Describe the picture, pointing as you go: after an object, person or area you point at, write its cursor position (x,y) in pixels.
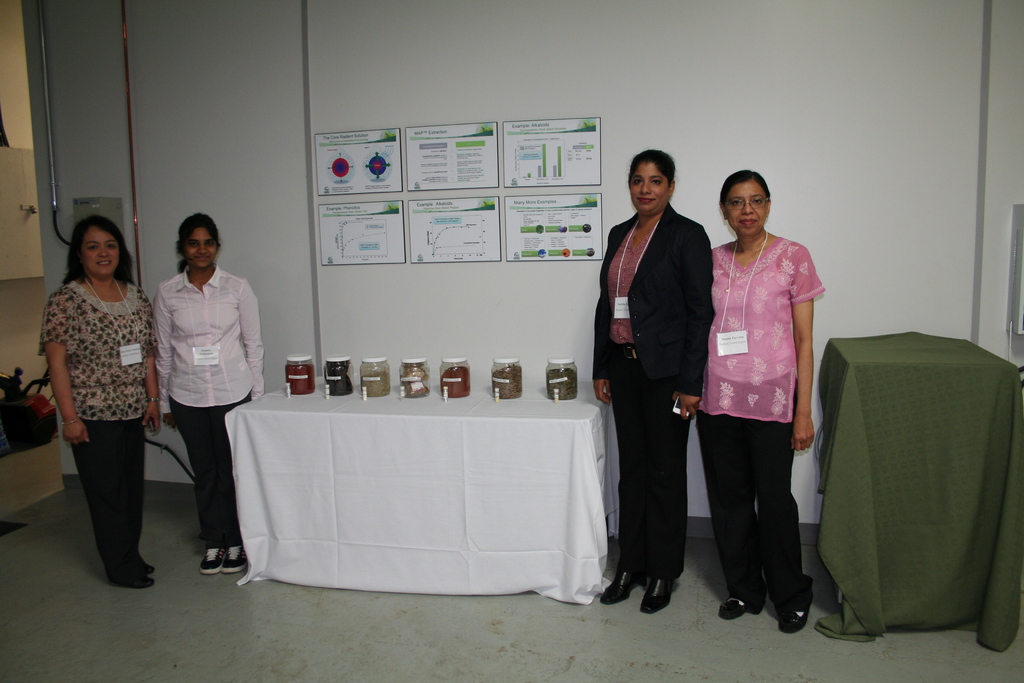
In this image I can see the floor (340,651), few persons (662,377) standing on the floor (279,654), few glass jars (498,371) on the white colored table (401,449) and few other objects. In the background (292,180) I can see the white colored wall (578,106) and few posters (536,167) to the wall (909,107).
